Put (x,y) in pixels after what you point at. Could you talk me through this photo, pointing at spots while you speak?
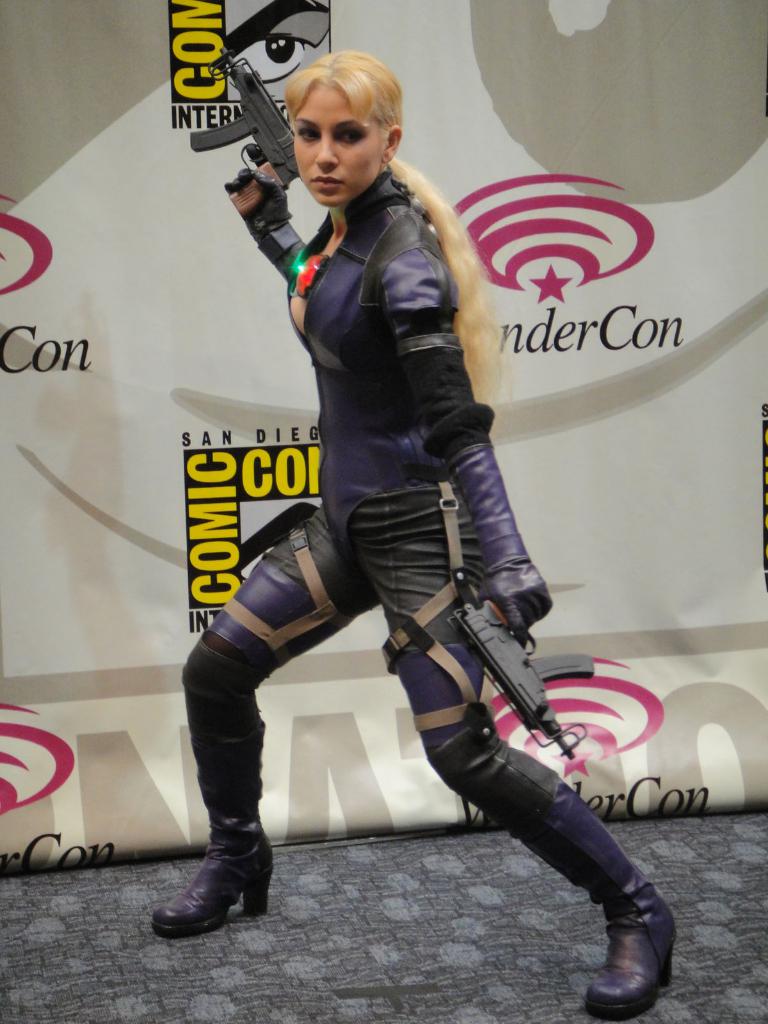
In this image we can see a woman (440,489) standing on the floor (342,885) and holding guns (249,133) in both of her hands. In the background (210,333) there is an advertisement (287,320).
